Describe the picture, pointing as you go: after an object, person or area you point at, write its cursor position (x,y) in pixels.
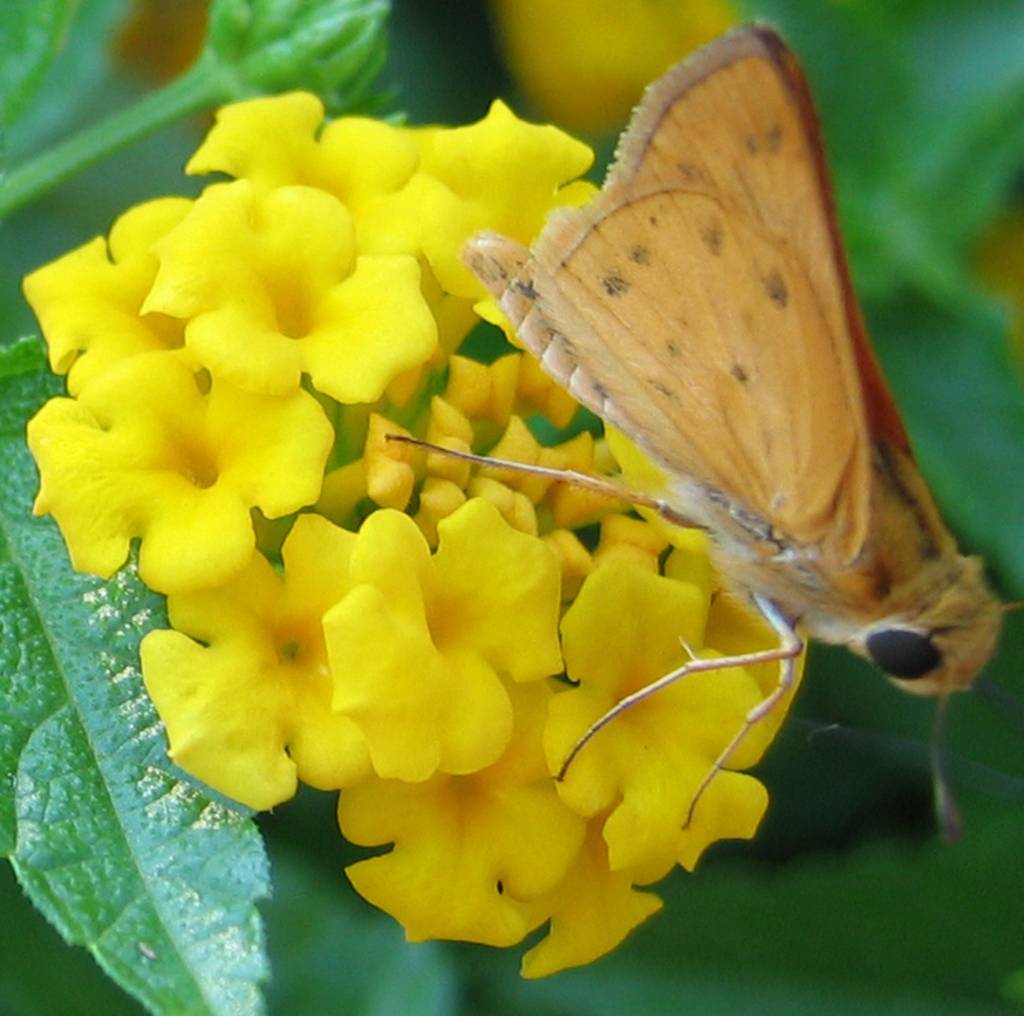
In this picture we can see yellow color flowers (403,447) and a leaf (120,796) where, there is a butterfly (710,392) here.
